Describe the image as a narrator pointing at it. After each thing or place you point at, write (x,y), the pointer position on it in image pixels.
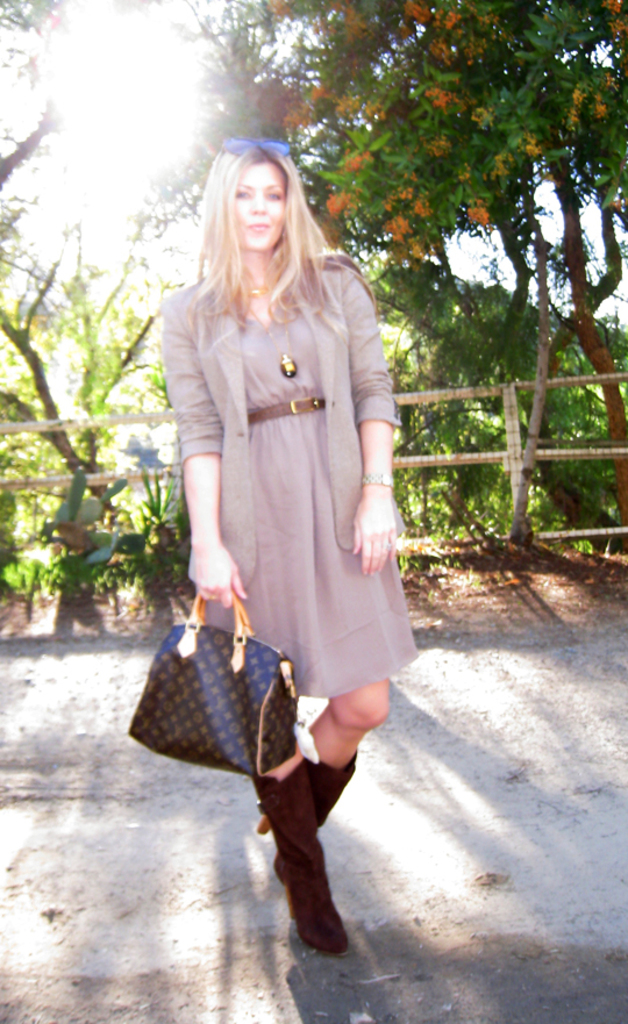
As we can see in the image there are trees (429,39) and a woman (356,560) holding handbag (247,710).
